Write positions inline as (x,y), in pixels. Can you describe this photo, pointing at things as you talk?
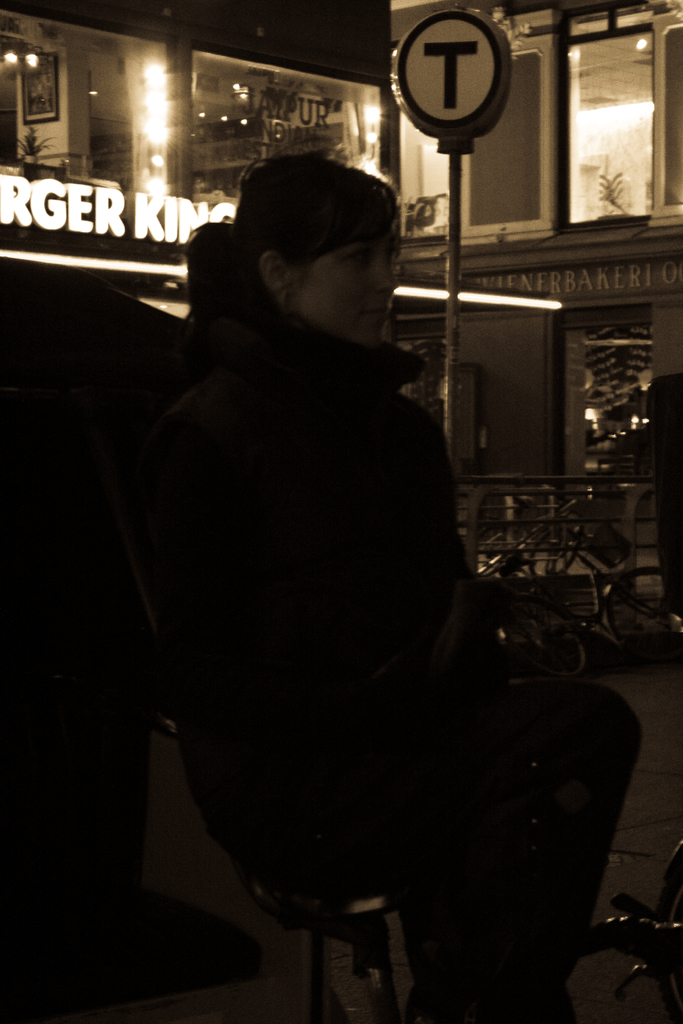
In the picture we can see a woman (437,728) sitting on a stool (332,907) and in front of her we can see a pole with board T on it and in the background (58,232), we can see the building (607,302) with window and near to it we can see another building (363,45) with a name burger king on it.
